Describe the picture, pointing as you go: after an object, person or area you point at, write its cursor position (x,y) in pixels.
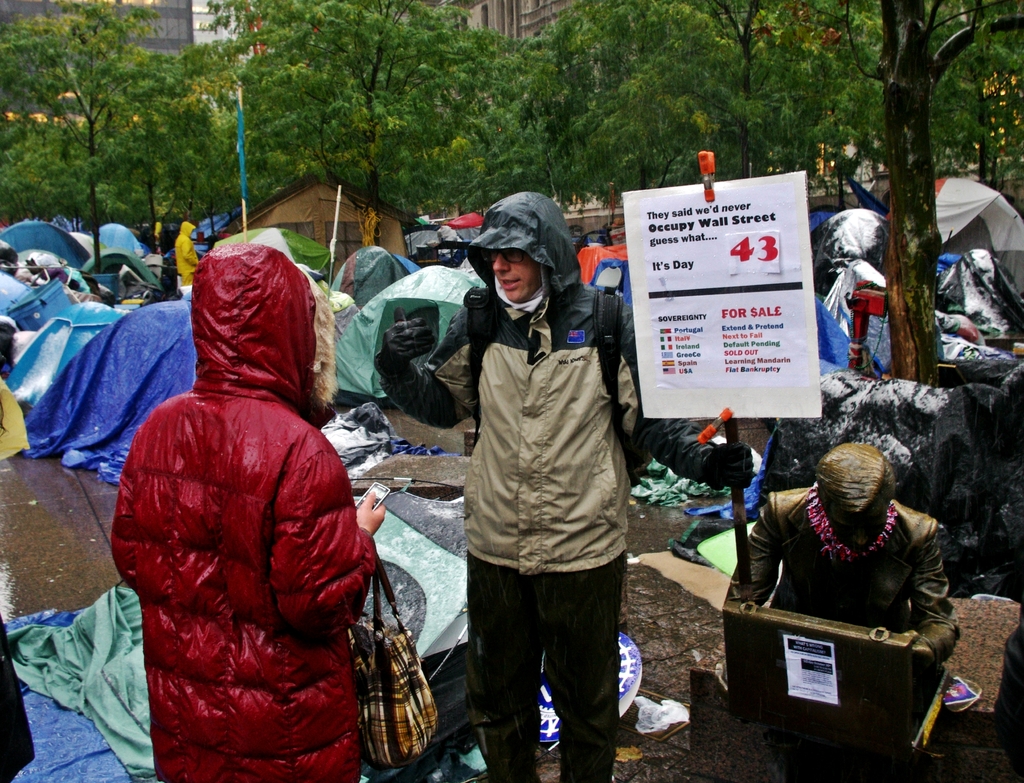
In this image we can see a group of people (237,390) standing on the ground (647,592). One person (559,480) is holding a board (708,364) with some text (729,362) in his hand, one person (296,659) is holding mobile (360,502) and a bag (412,682) in his hand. To the right side of the image (853,513) we can see a statue (847,529). In the background (101,102), we can see a group of tents (350,232) placed on the ground (627,612), a group of buildings (488,9) and trees (286,158).
